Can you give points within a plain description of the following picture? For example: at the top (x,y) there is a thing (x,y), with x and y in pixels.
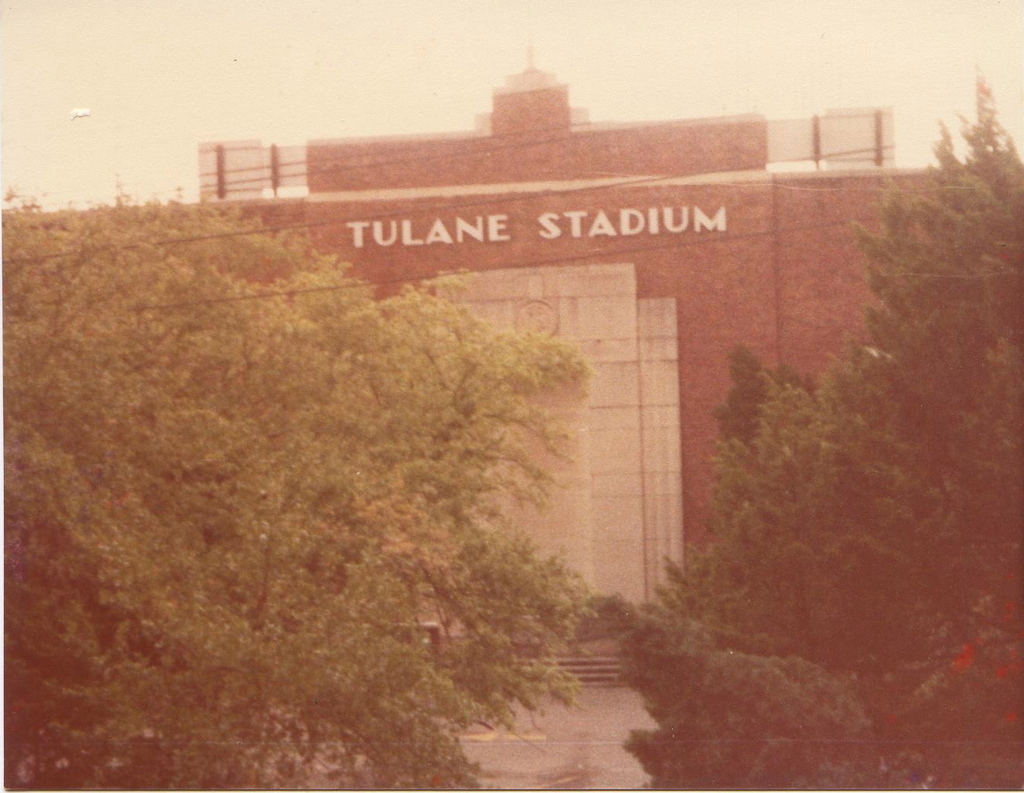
As we can see in the image in the front (503,498) there are two trees (833,449). The trees (814,538) are in green color. In the background (687,266) there is a stadium (616,219) and the wall (739,263) is in red color. On the top (272,87) there is a sky (180,116).
